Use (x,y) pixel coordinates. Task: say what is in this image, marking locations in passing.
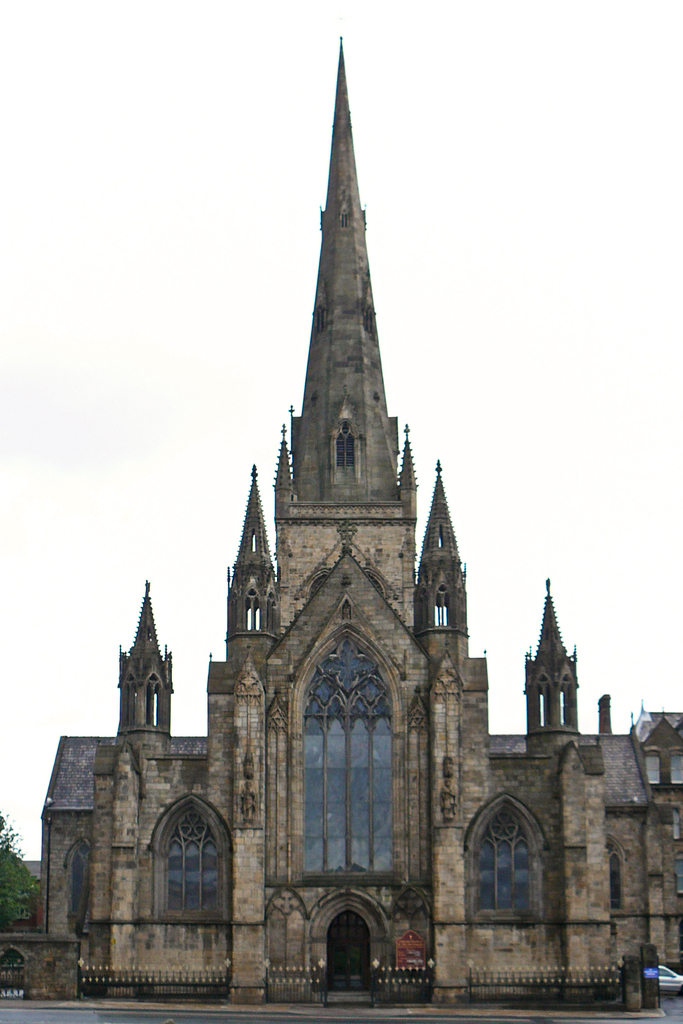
In this image there is a building (295,810), a tree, a vehicle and the sky (277,84).
